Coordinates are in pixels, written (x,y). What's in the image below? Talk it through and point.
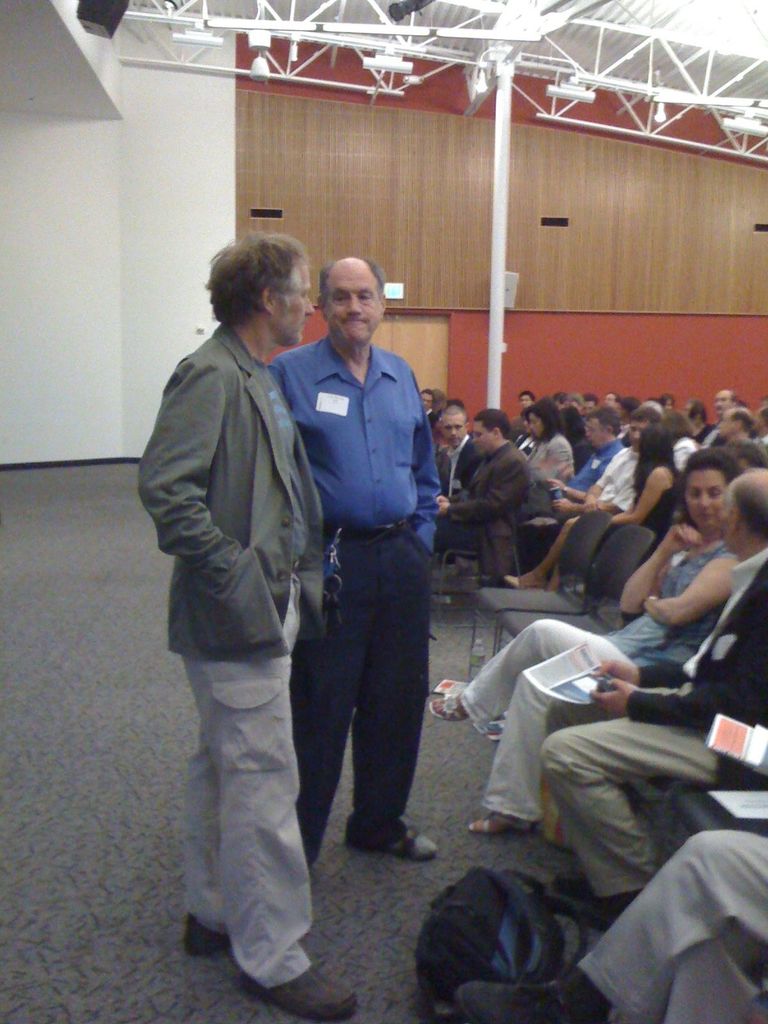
The image is taken in a conference. On the right (608,441) there are people (602,799) sitting in chairs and there are papers (576,703) and bag (538,918). In the center of the picture (299,480) there are two men (338,503) standing. At the top (293,22) there are lights (262,67) and iron frames (624,80) to the ceiling (587,54). On the left (63,225) it is wall (94,210) painted white. In the background (499,196) there is an iron pole (501,196) and wall (432,191).
